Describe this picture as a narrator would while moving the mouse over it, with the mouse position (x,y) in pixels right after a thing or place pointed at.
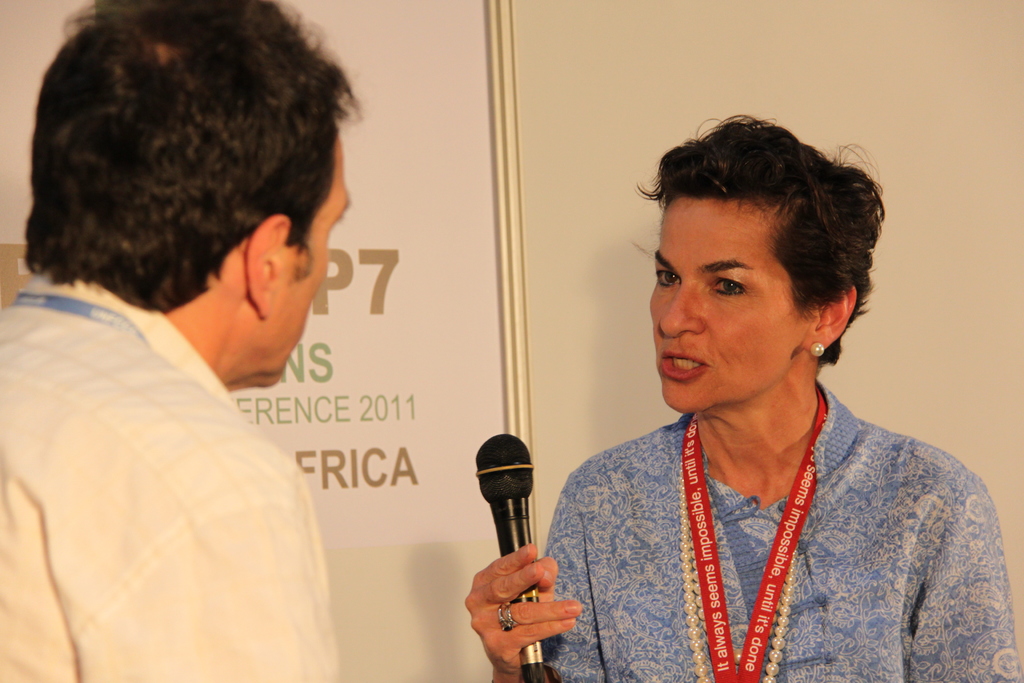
In this image I can see two people (80,105) with different color dresses (59,366). I can see one person (696,397) with the mic (496,506). In the background (444,271) I can see the banner (429,397).
